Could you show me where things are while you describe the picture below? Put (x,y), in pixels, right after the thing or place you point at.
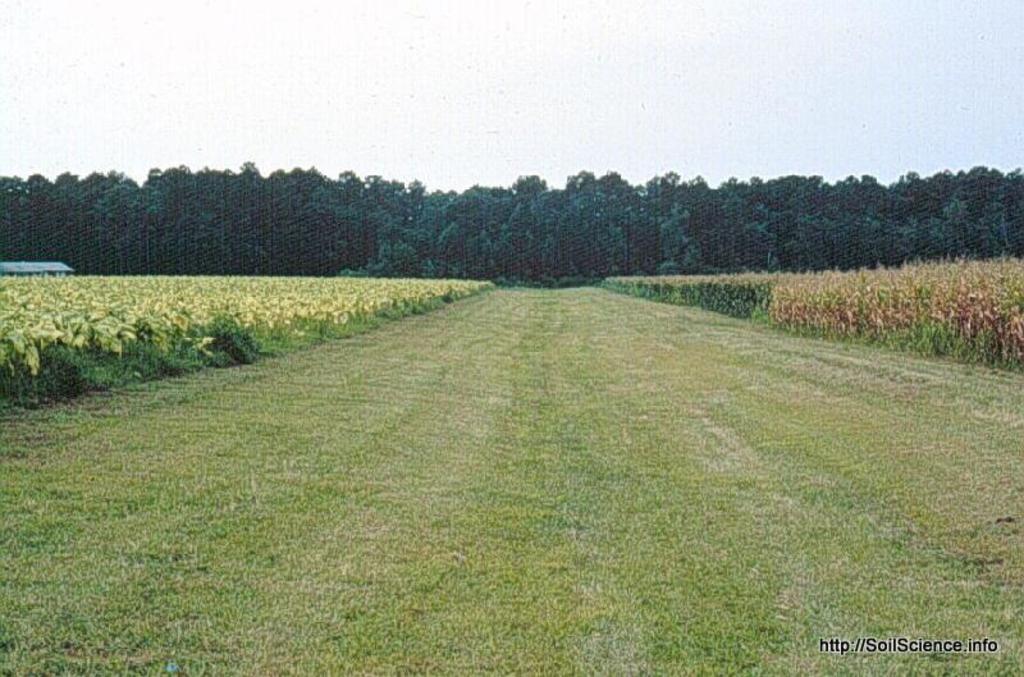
In this picture there is a greenery ground (640,396) and there are few plants (293,293) on either sides of it and there are trees (516,248) in the background (471,213) and there is something written in the right bottom corner (930,647).
